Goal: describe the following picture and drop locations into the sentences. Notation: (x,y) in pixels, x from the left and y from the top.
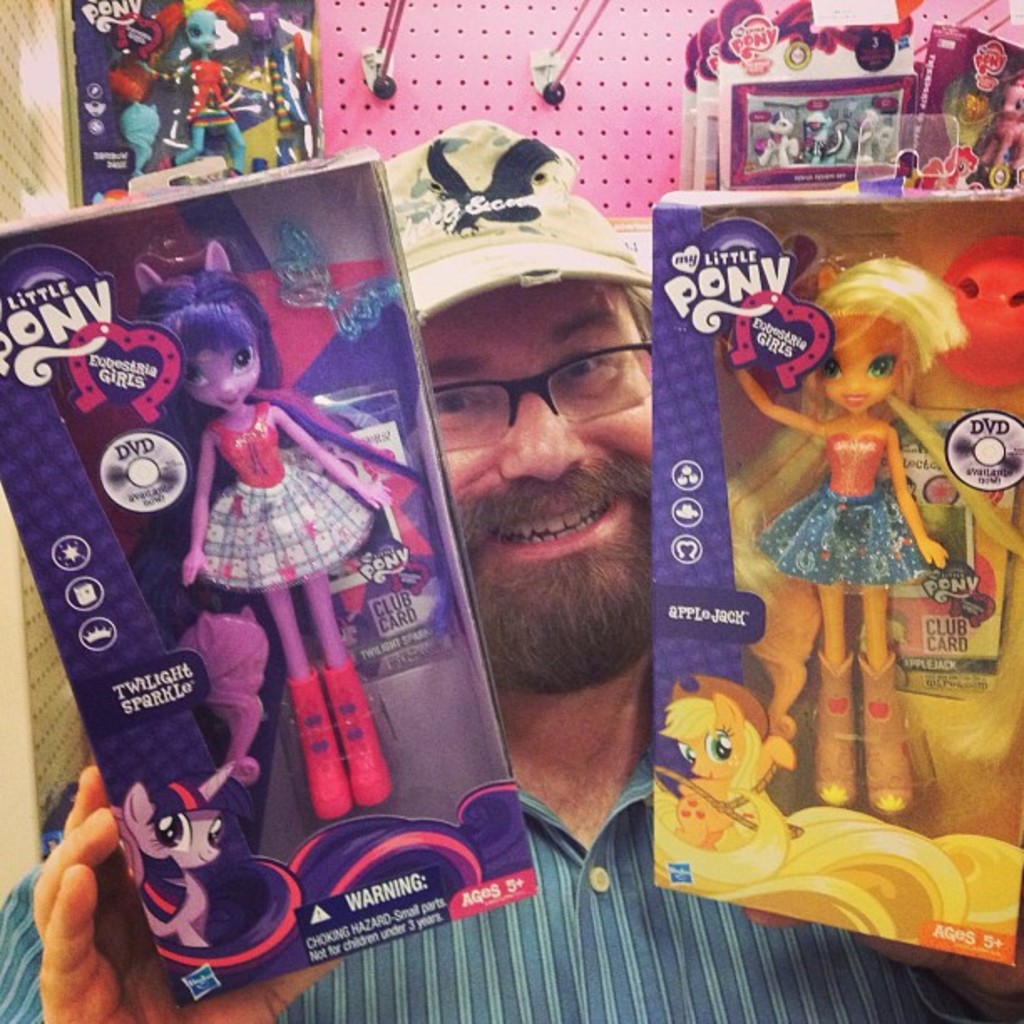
In this image there is a person (540,591) holding two toys (415,638) with the both of the hands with a smile on his face (549,586), behind him there are few more toys (108,121) arranged in a rack (558,93).
